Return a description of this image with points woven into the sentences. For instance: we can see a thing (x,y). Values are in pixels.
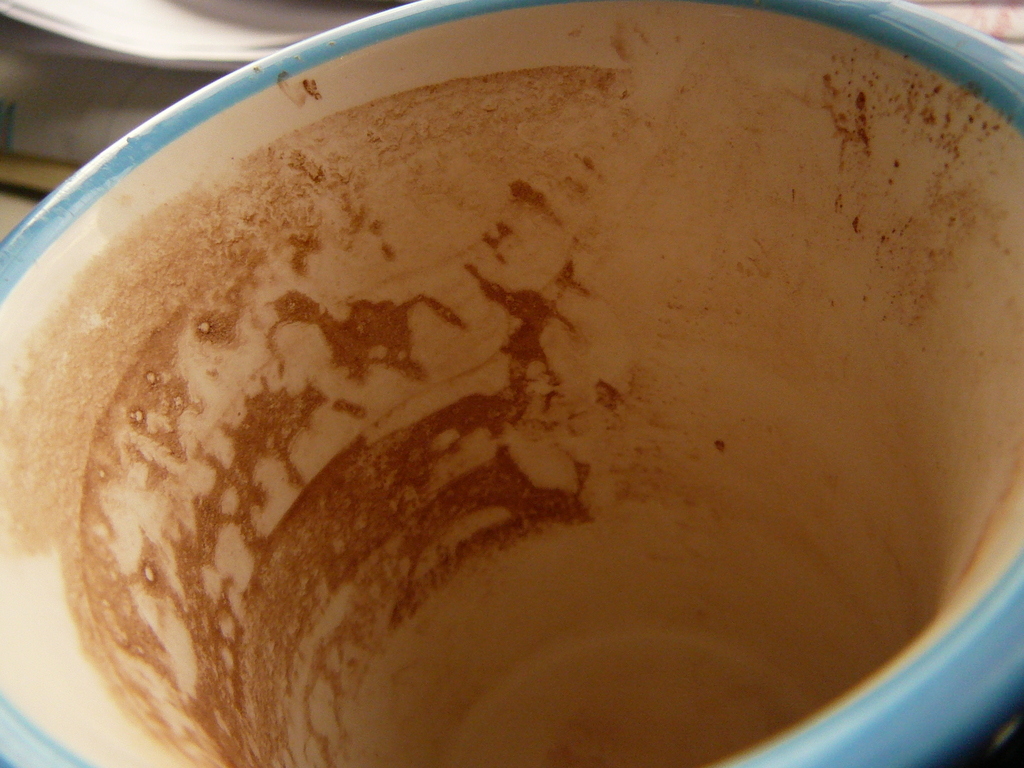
It seems like a zoom-in picture of a cup (536,233).
